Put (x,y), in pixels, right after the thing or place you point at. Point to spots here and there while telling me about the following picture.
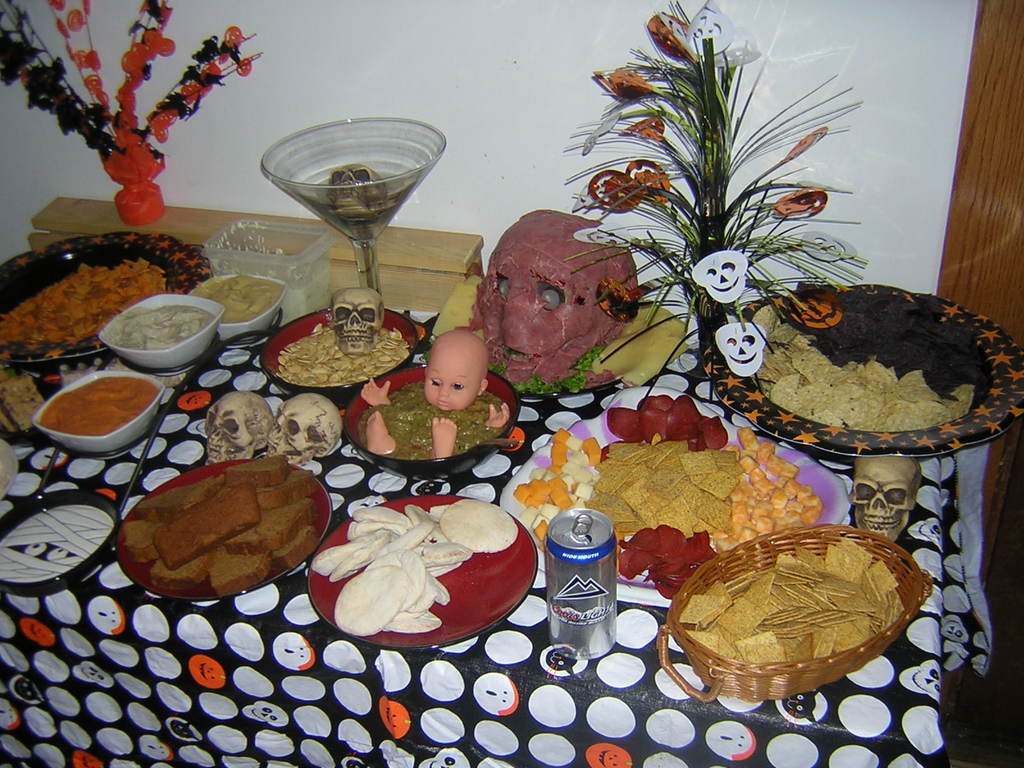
In this image I can see a table (595,700) on which I can see a cloth (447,715) which is white, black and orange in color. On the table (494,697) I can see a tin (559,572), few bowls (415,378), few chips (622,496), few bread pieces (177,504) and few other food items (774,502). I can see a doll (455,405) in a bowl (431,419) and few skulls (324,406). I can see few artificial plants (710,192), a glass (349,156) and the white colored wall (421,76) in the background (436,64).
